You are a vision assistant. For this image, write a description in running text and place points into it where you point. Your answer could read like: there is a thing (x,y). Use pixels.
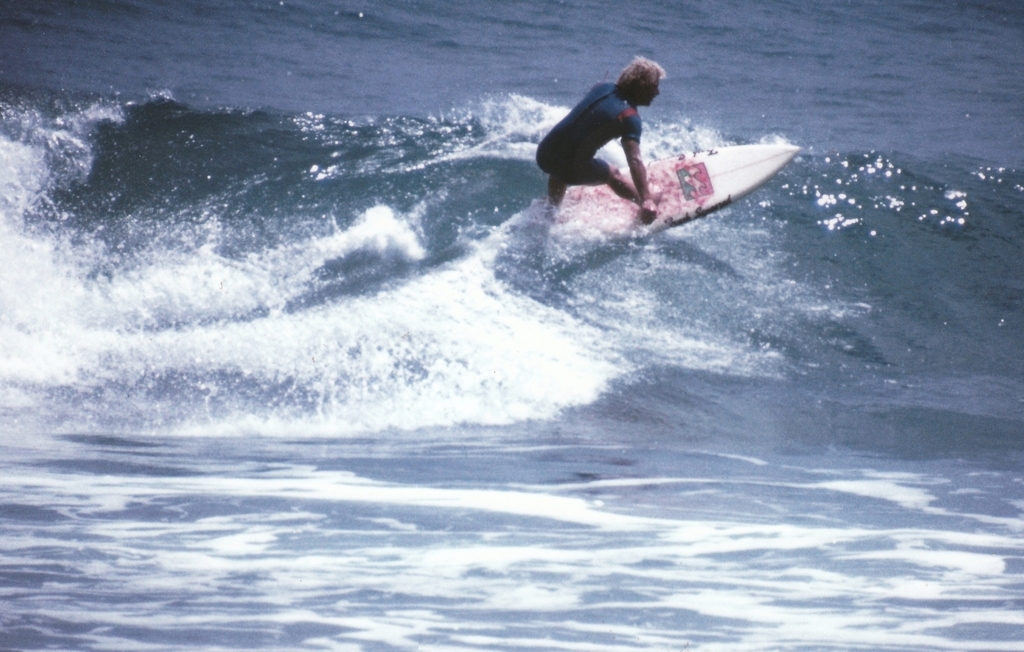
In the image in the center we can see one person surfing on the water (217,268).
